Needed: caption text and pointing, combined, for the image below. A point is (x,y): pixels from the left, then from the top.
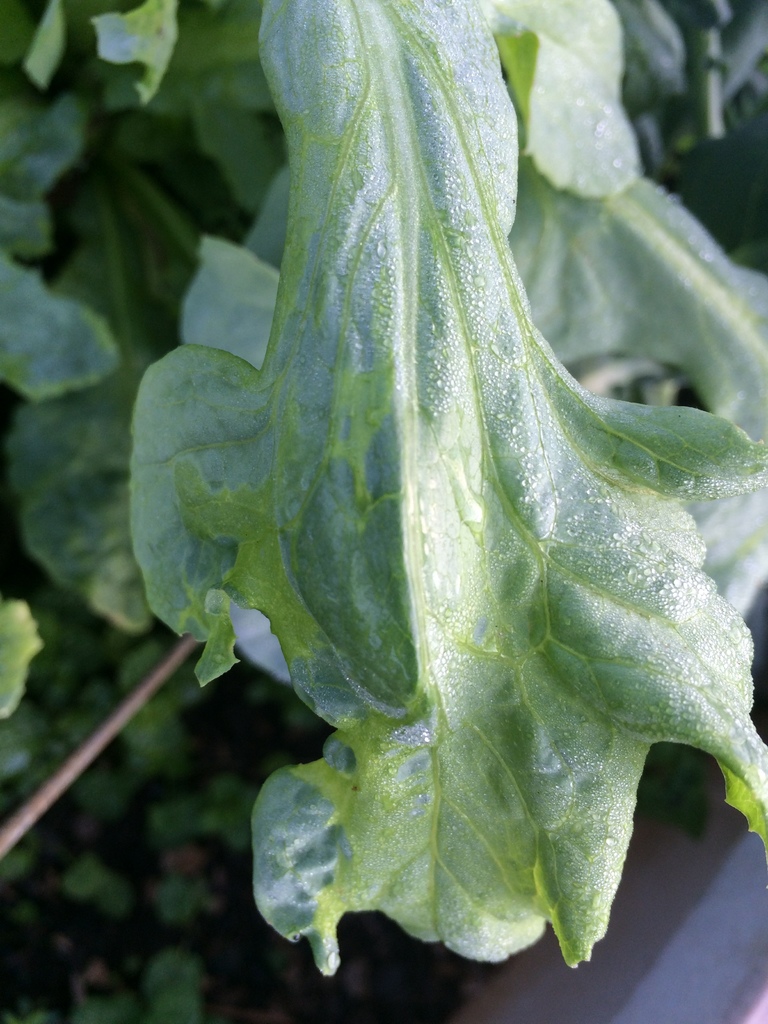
In this image we can see some leaves (279,351).
